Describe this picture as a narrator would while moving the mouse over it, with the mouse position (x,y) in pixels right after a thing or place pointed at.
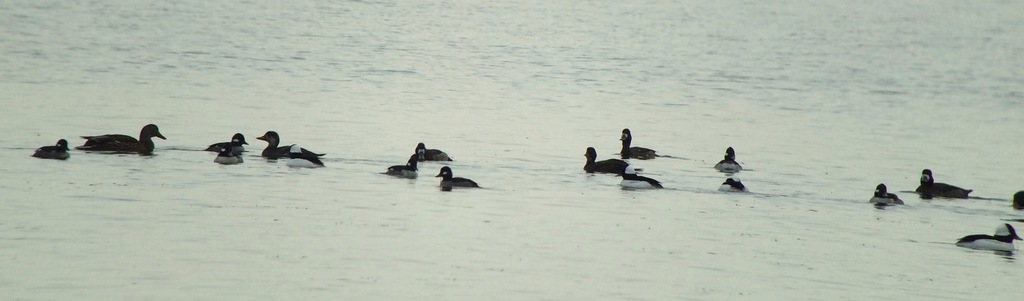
In this image we can see ducks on the water (377,206).
